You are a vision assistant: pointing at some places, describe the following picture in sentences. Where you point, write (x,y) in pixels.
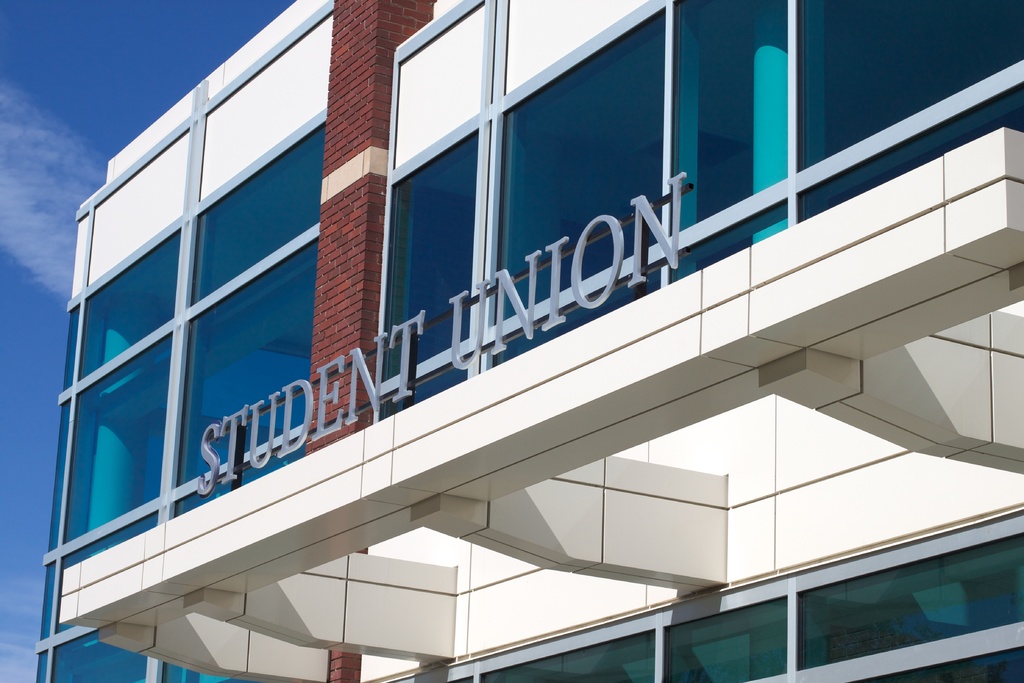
In front of the image there is a building (591,415). There are some letters (530,289) on the metal rod (539,263). In the background of the image (76,183) there are clouds (37,252) in the sky (111,53).
